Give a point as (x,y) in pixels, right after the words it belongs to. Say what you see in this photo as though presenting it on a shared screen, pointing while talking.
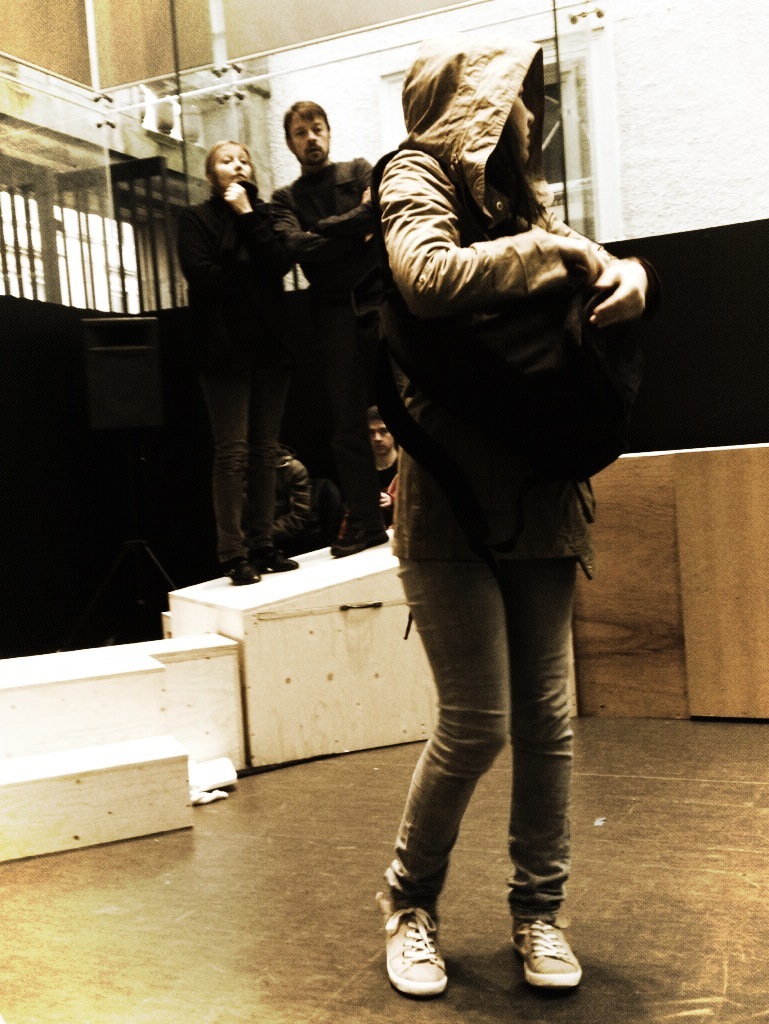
In this image there is floor (619,918) at the bottom (662,881). There is a person (564,514) standing and she is holding a bag (440,389) in the foreground (458,743). There is a wooden object (62,666) on the left (55,773) and right corner (755,642). There are wooden objects (354,646), there are people (341,449), there is colored object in the background (232,375).
